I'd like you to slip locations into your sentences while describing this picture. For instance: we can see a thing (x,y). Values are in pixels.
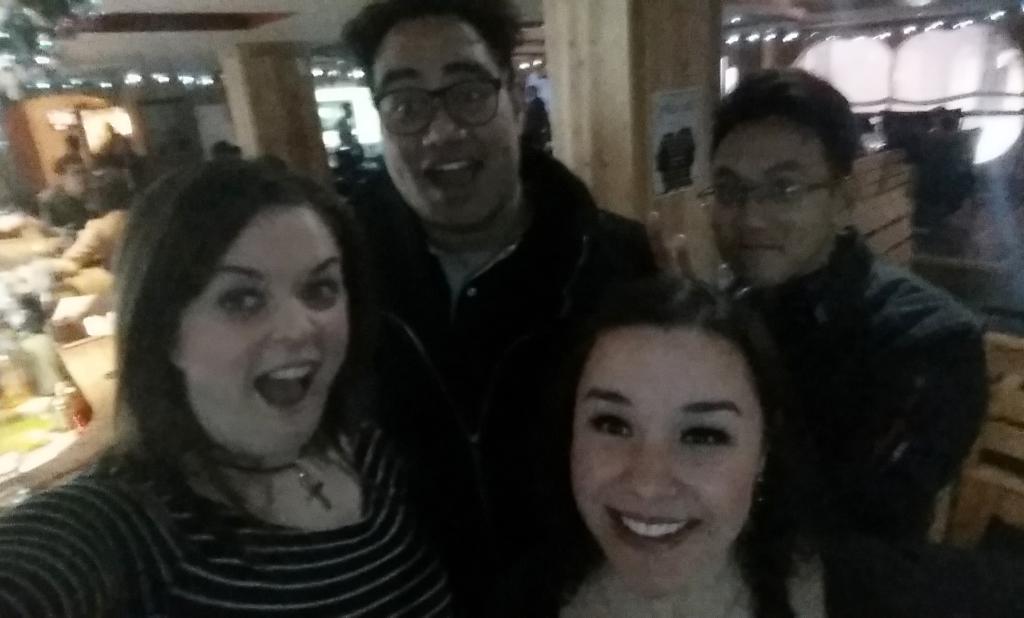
In this picture we can see some boys (483,304) and girls (585,470) standing in the front (509,520), smiling and giving a pose into the camera. Behind there is a restaurant view (3,331) with some table (96,349) and chairs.
